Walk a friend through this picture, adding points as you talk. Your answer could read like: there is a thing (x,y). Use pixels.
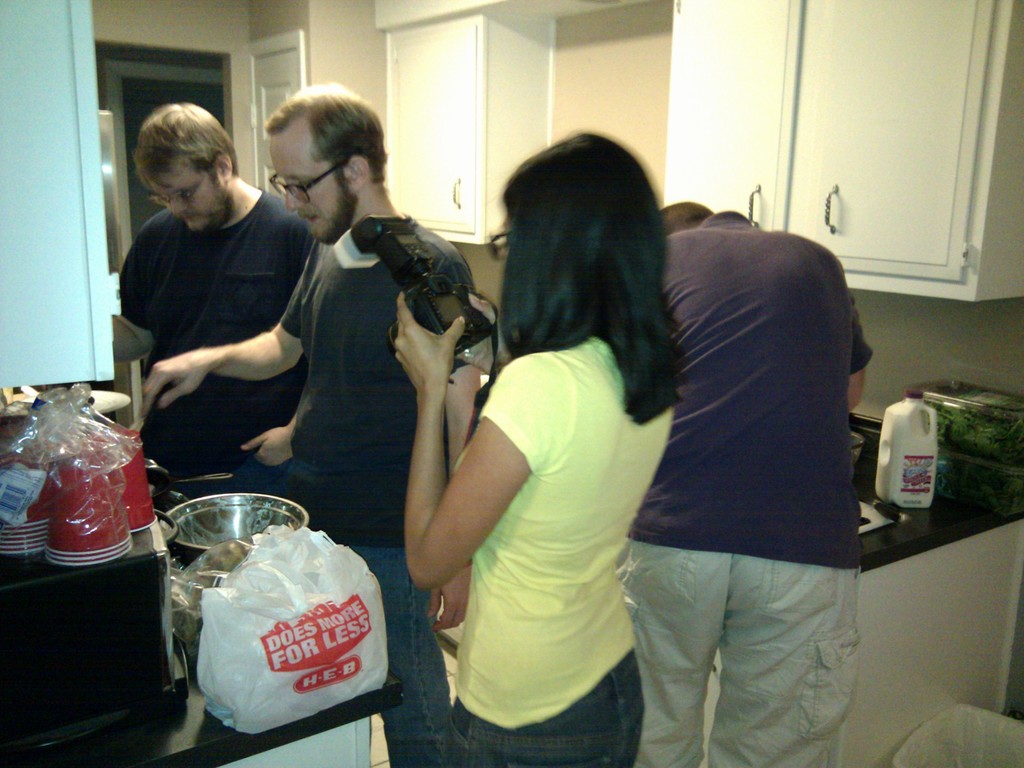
In the center of the image (390,319) there are group of persons (366,349) standing on the floor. On the right side of the image (804,519) we can see a person (769,572) standing at the countertop (865,533). On the left side of the image (241,239) we can see two men (260,460) cooking. On the countertop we can see glasses (59,482), cover vessels (301,607). In the background (441,177) there are cupboards (455,75), door (300,43) and wall (163,22).
